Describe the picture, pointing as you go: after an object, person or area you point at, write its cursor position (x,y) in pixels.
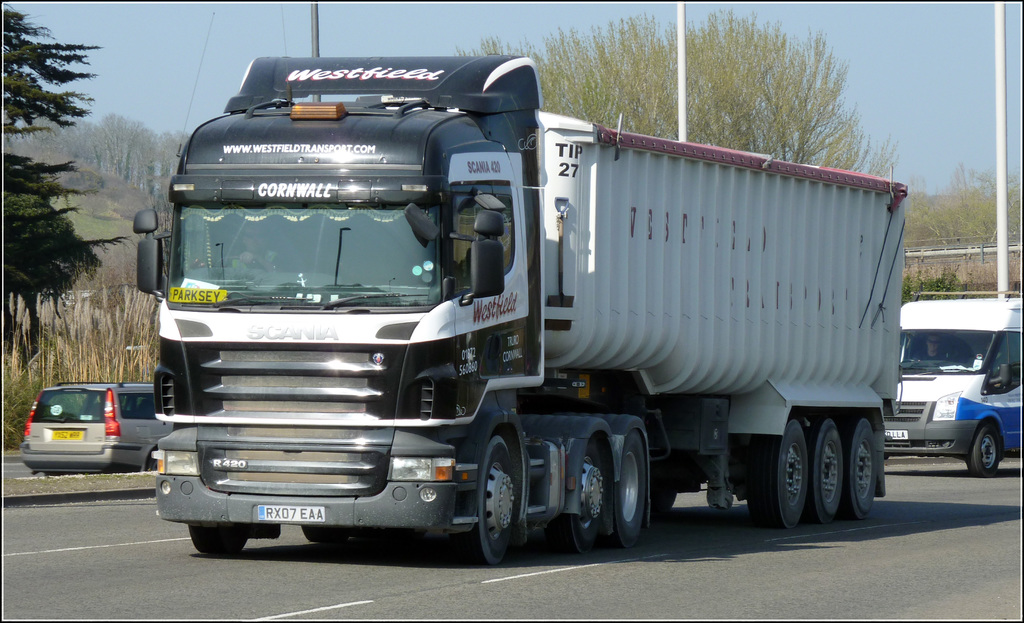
We can see vehicles (622,321) on the road (181,548). In the background (133,365) we can see grass (112,344), trees (676,102), poles (1005,241) and sky (939,121).
